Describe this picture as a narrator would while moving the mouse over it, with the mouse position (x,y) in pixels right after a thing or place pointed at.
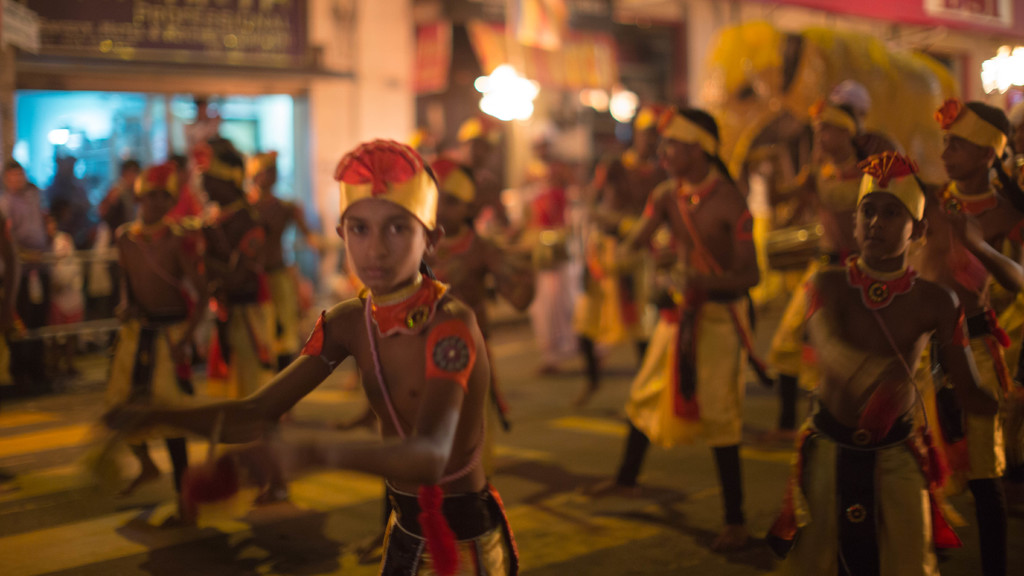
In this picture we can see a group of people (492,253) are on the floor (587,475). In the background (304,203) we can see the lights (633,102), some objects (126,92) and it is blurry.
